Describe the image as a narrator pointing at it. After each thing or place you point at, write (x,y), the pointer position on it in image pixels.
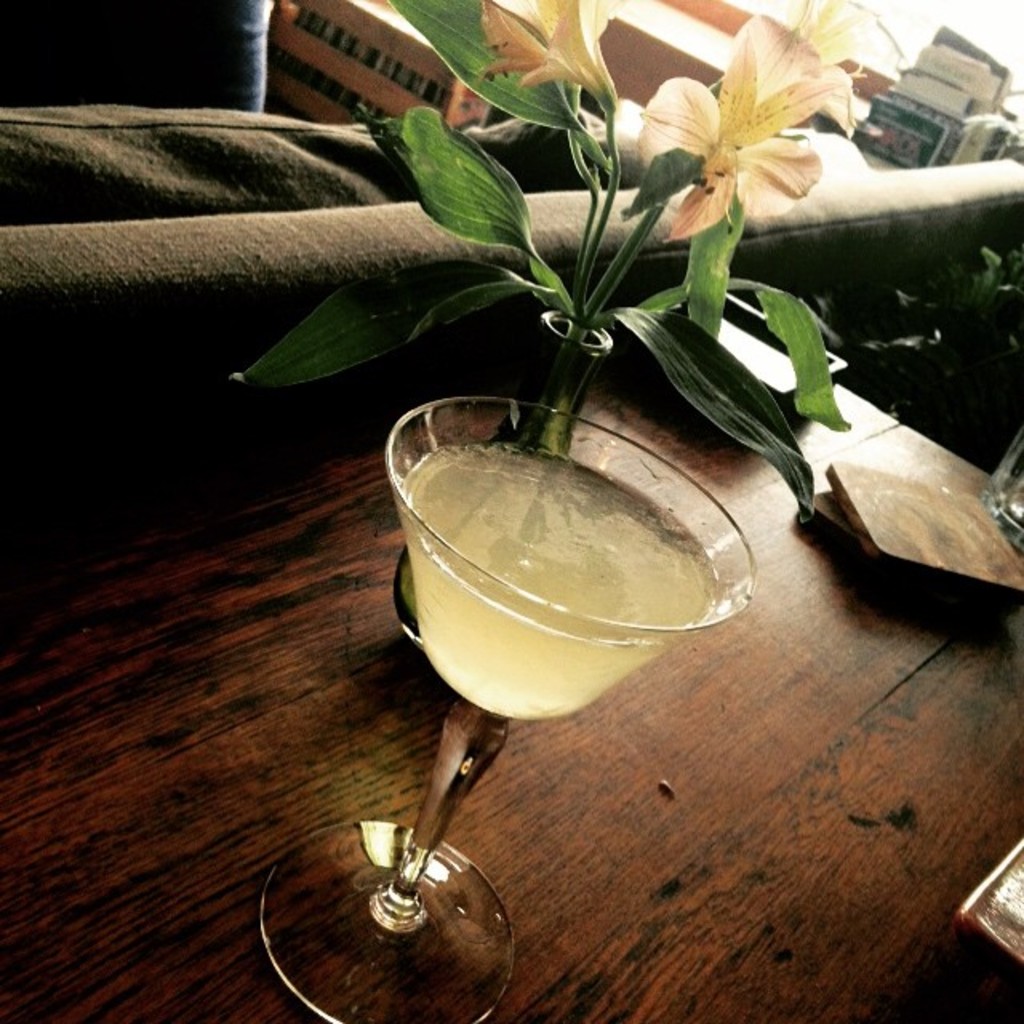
In this image there is a wooden table (355,743). On the table (867,662) there are boxes (827,470), a flower vase (575,387) and a wine glass (502,643). There is drink (557,552) in the glass (467,722). Behind the table (321,600) there is a couch (192,186). In the top right (965,75) there are books (947,110).
